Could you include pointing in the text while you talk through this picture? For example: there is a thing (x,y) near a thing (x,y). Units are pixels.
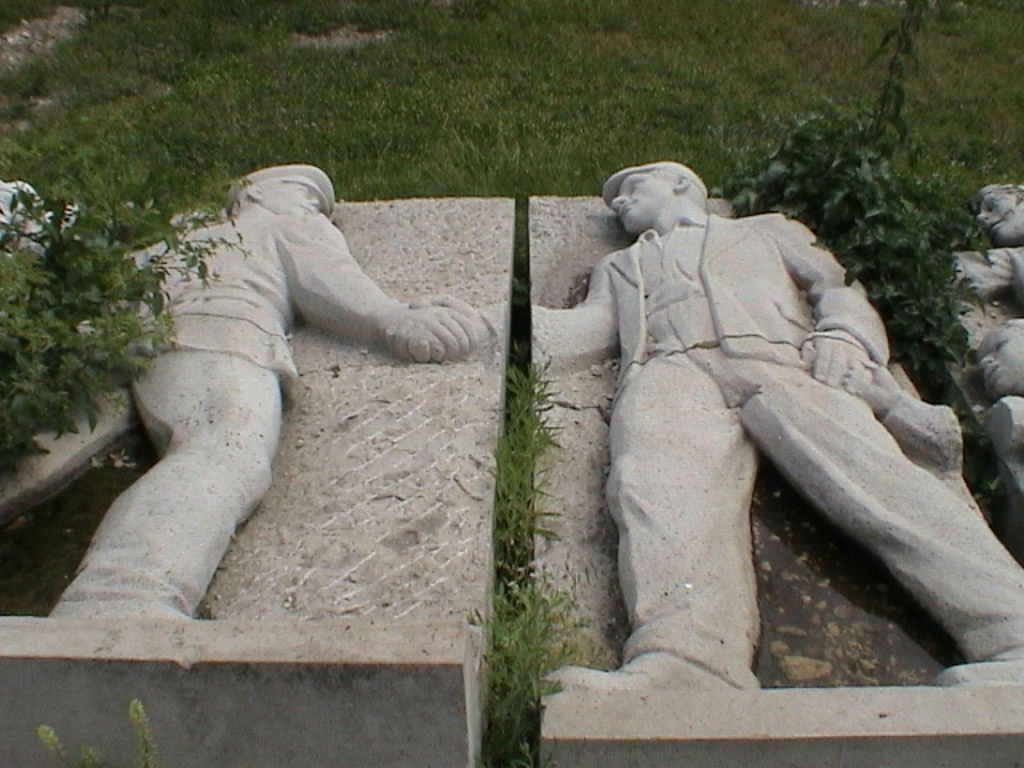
In this image there is the grass (849,109), there are plants (106,276), there is plant (96,288) truncated towards the left of the image (214,281), there are sculptures (468,343) of person (271,291), a sculpture (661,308) is truncated towards the right of the image (1016,267), a sculpture (43,204) is truncated towards the left of the image (32,213).
